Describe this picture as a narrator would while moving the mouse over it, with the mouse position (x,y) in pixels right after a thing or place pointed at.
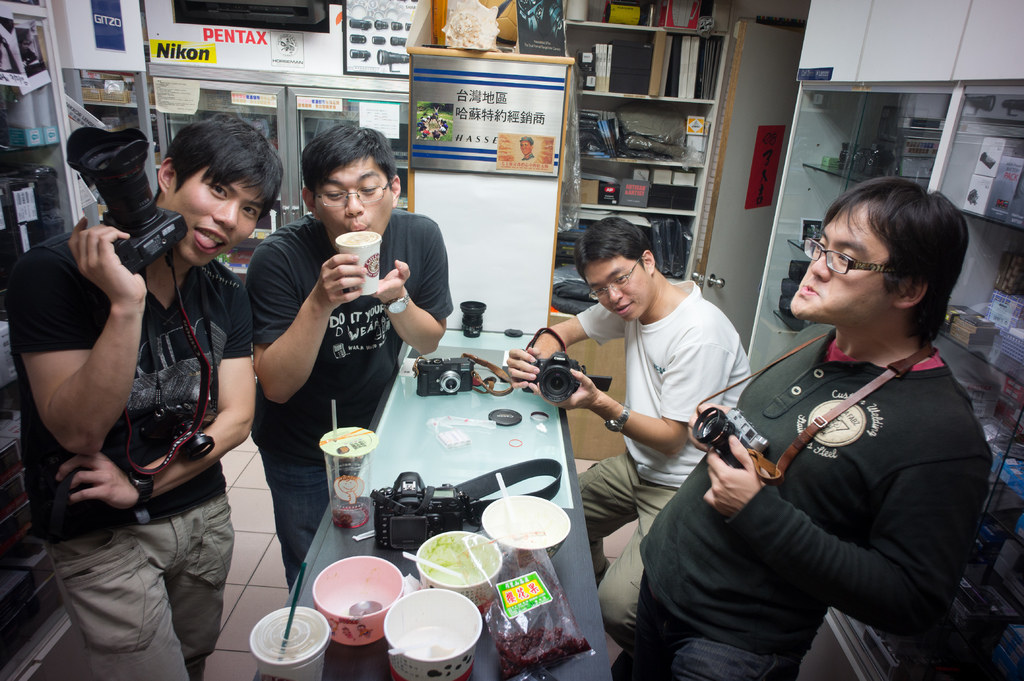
In this picture there are four friends (651,303), standing in the camera shop (499,390). In the front (322,378) we can see four friends (322,378), three of them holding the cameras (571,377) in the hands (747,492) and giving a pose. In the center (515,390) there is a small glass table (433,402) with cameras (411,505) and juice cups (429,573). Behind there is a rack (653,92) with some files (679,45), books (673,58) and cameras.
